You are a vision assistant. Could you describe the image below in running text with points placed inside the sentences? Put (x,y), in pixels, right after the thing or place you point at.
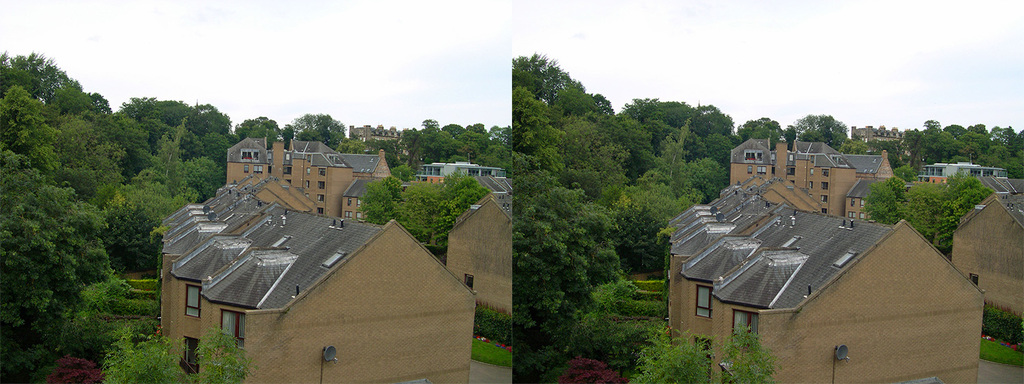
Here we see two similar pictures side by side and the picture consists of similar houses (500,191) and many trees (174,200).
